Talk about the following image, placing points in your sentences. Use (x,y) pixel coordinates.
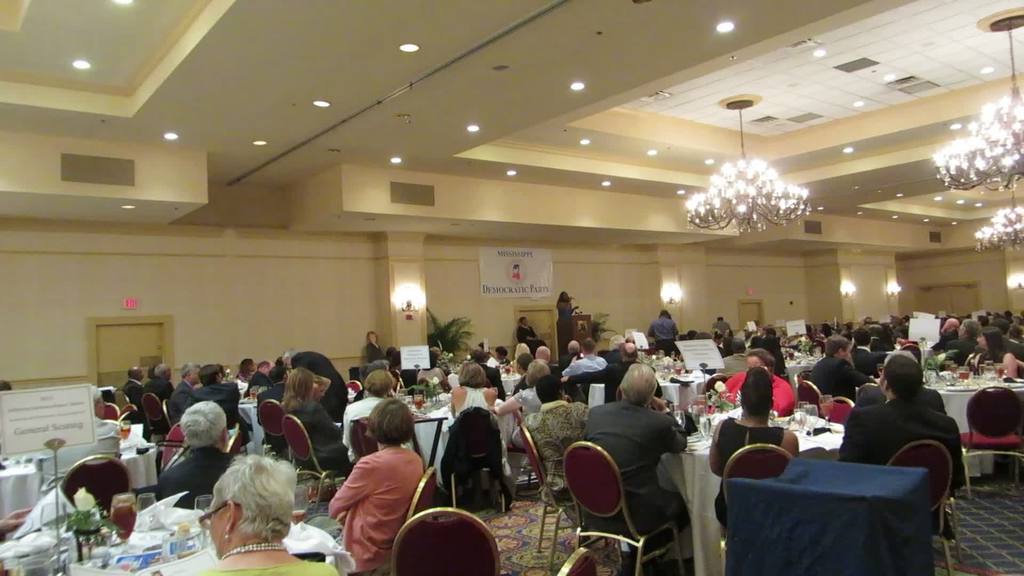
The image is taken in the hall (545,336). In the center of the hall (590,303) there is a lady (568,318) standing there is a podium (583,319) placed before her. At the bottom of the image (364,384) there are many people (401,464) sitting. There are tables (681,487). we can see glasses (132,517), plates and papers (207,548) placed on the table (317,549). At the top (978,166) there are lights (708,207) and chandeliers (954,153).
